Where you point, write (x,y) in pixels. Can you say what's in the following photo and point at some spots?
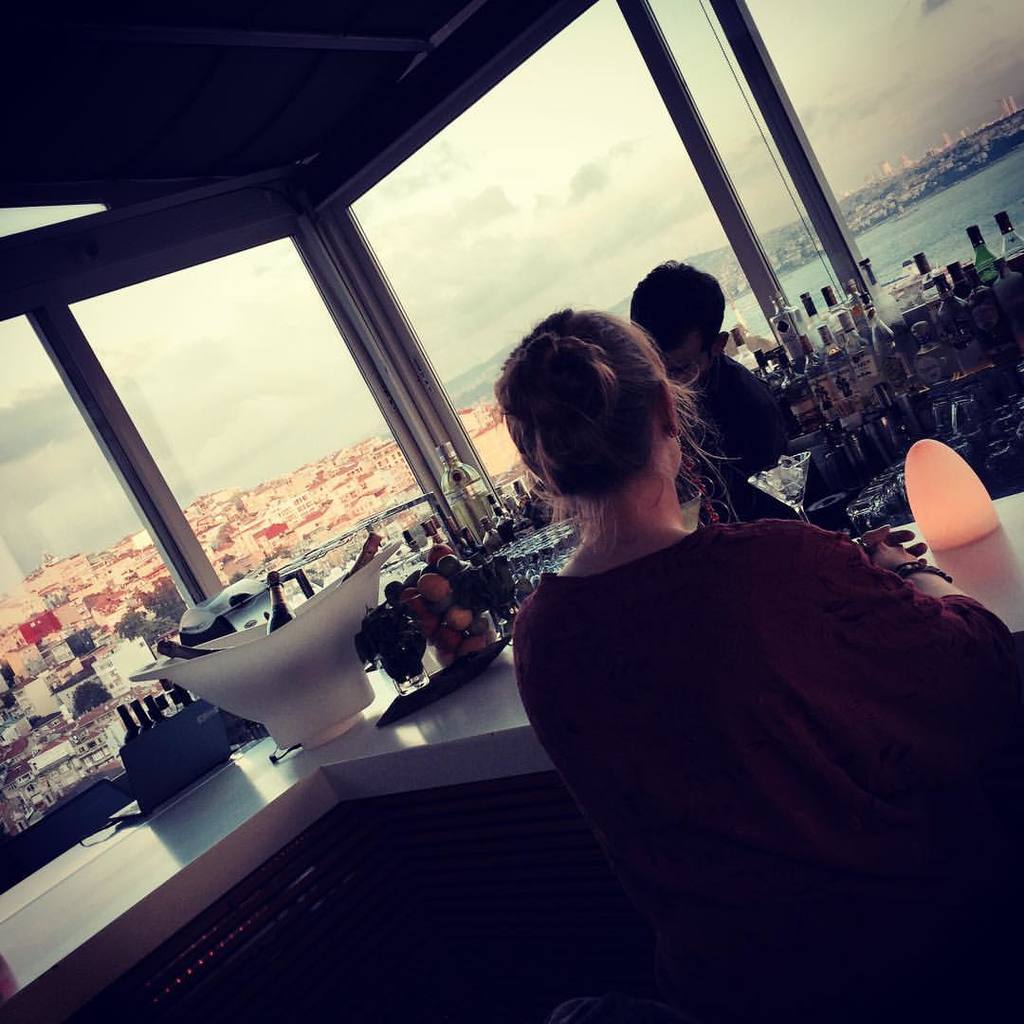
In this picture I can see two persons (730,702), there is a laptop (203,750), there are wine bottles (1023,319), there is a wine glass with ice cubes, there are bottles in a bowl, there is a light (960,494) and there are some other items (419,596) on the table (433,752), there are so many wine bottles (1014,329) arranged in an order, there are windows (370,421) with glass doors (426,381), and in the background (343,454) there are buildings (407,496), trees (946,157), water (988,199) and there is sky (592,243).
